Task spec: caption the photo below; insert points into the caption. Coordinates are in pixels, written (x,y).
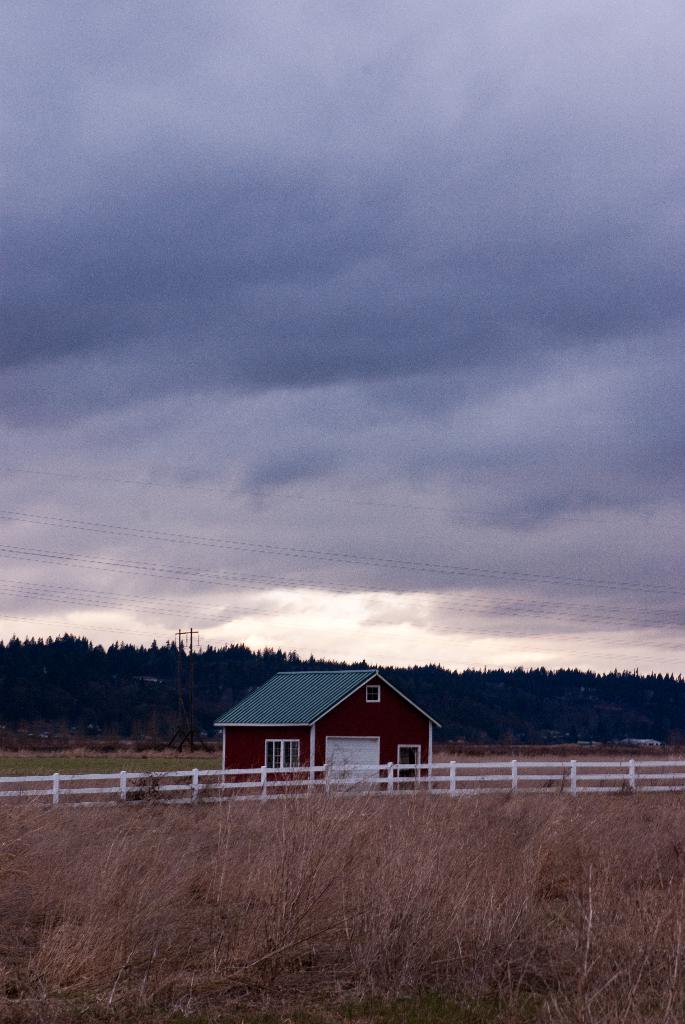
At the center of the image (313,680) there is a hut (328,712), in front of the hut (307,707) there is a railing (36,777) and a dry grass (388,940). In the background (410,676) there are trees (530,699) and a sky (262,450).
